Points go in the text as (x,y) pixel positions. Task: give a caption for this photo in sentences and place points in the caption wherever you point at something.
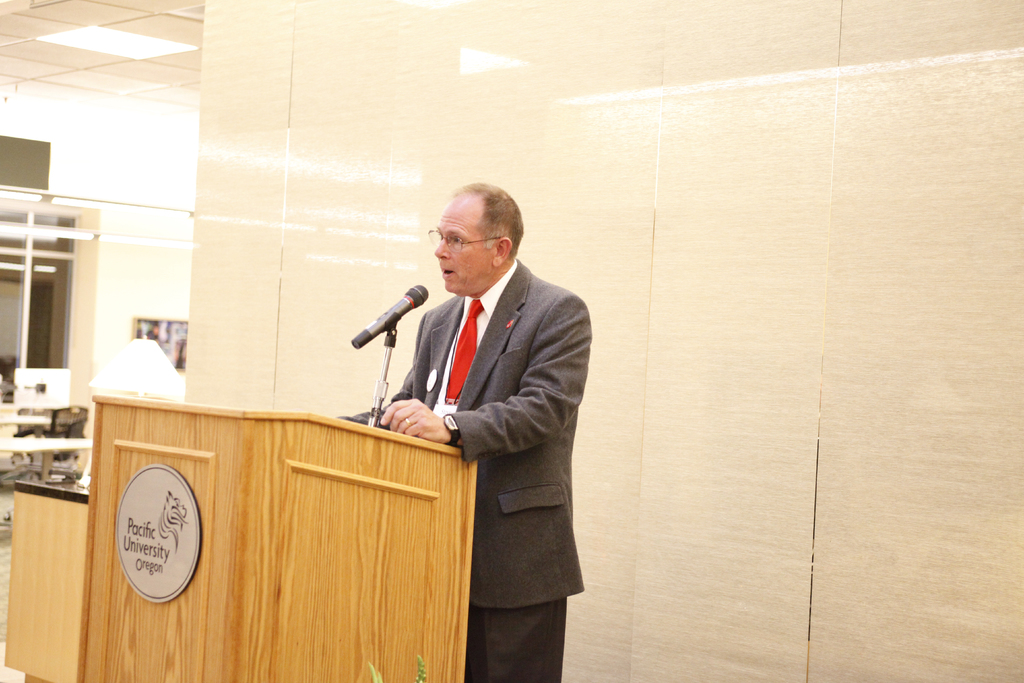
In this image a person (523,393) wearing a suit (496,349) and tie (463,354) is standing behind the podium (364,440) having mike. Behind him there is wall (488,170). Left side (149,369) there is a lamp (124,370). A picture frame (183,335) is attached to the wall (140,268). There are few objects (49,489) on the floor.
